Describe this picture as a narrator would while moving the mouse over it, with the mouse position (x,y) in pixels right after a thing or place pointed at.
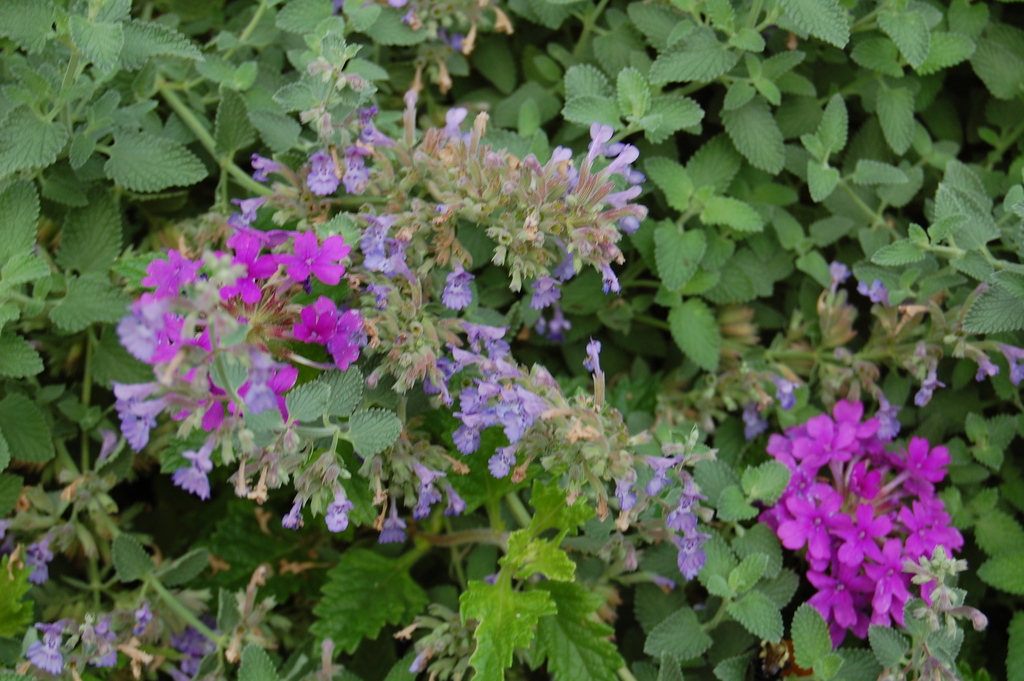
This is a zoomed in picture. In the foreground (485,515) we can see the flowers (459,357) and the leaves (591,77) of the plants (418,445).
